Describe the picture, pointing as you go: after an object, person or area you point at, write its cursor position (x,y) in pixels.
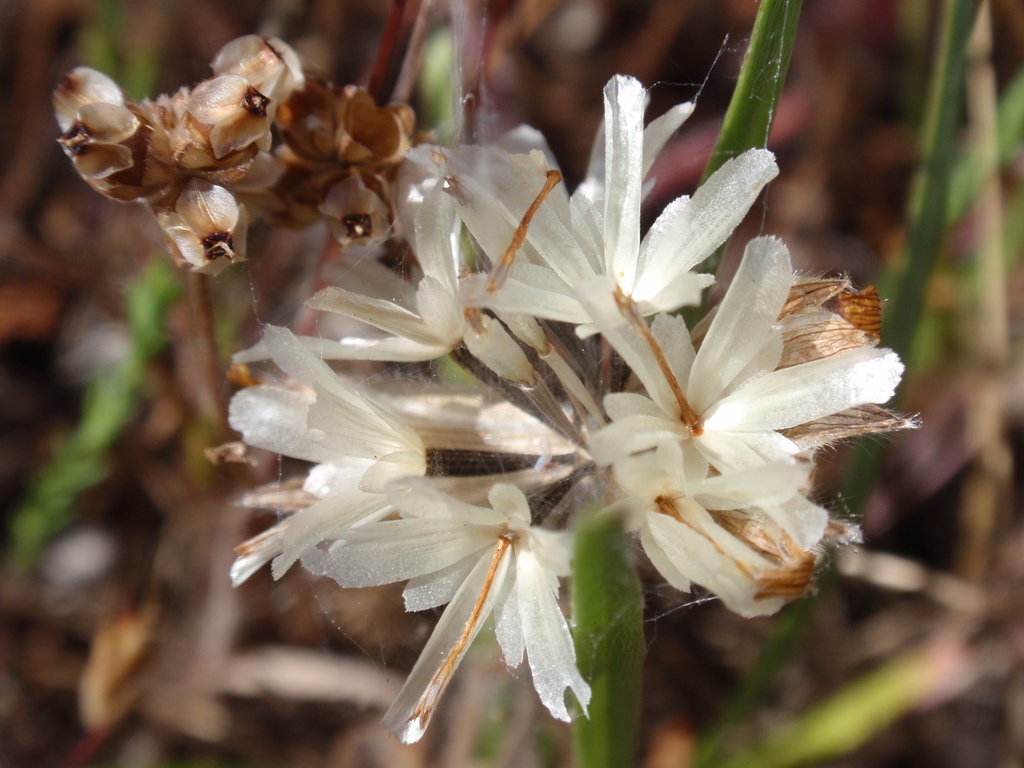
In this image, we can see some flowers (722,485) with leaves (589,658). Background (960,559) there is a blur view.
